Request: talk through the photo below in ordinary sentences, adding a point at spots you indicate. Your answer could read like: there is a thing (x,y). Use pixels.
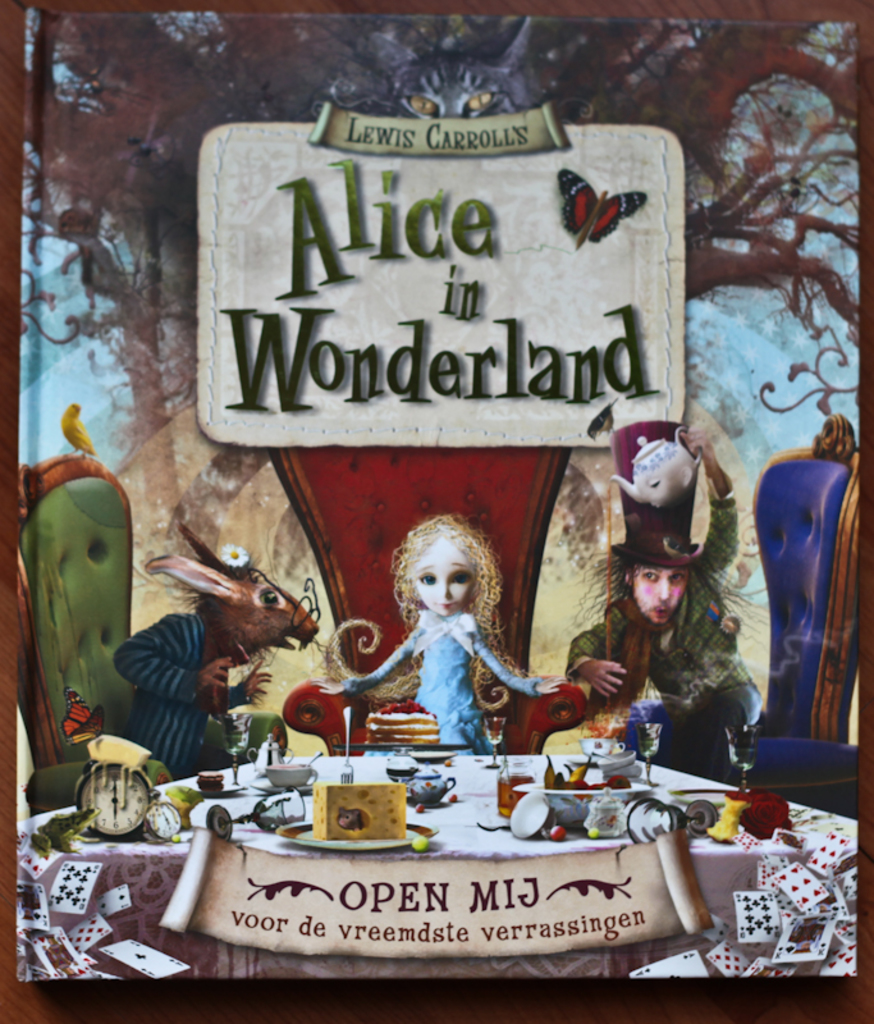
In this picture, it looks like a book cover (319,497) and on the cover (276,650) there are cartoons (433,629) of people (441,625), an animal (257,626), butterflies (76,707), cards (765,898), fork (351,770), glasses (255,806), chairs (392,615), tree (321,80) and some objects (406,784). On the book cover (426,591), it is written something.
